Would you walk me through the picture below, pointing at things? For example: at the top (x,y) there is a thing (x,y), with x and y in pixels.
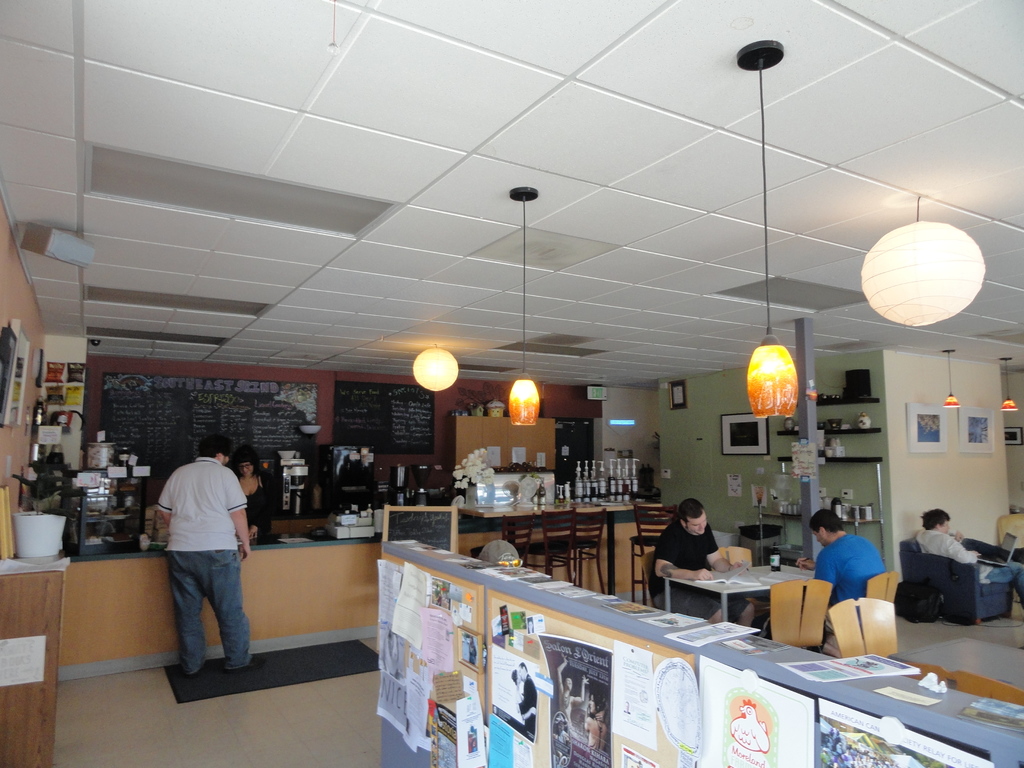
We can see posts (696,696) attached on surface (519,630) and we can see papers (506,570) and some objects (497,555) on the table (910,678). There are people (829,554) sitting on chairs (831,587) and this person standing on mat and we can see books (736,579) and bottle (772,564) on the table (766,576). On the left side of the image (47,542) we can see papers (52,561) and objects (30,546) on the table (32,565). In the background (258,497) we can see a person (246,475) and we can see flowers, bottles (629,479) and objects (293,506) on the shelf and frames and boards (419,402) on walls (715,410). At the top (937,237) we can see lights (425,377).
